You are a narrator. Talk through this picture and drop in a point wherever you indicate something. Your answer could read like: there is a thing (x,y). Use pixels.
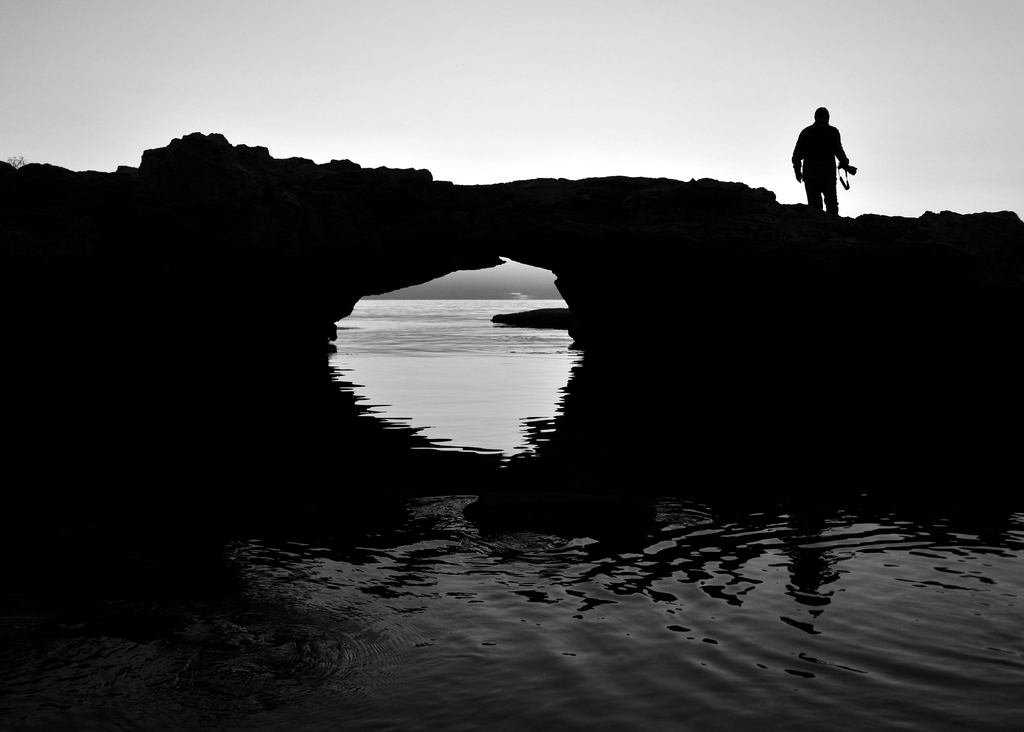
In this image I can see the dark picture of the rock (696,321) and a person (828,172) standing and holding a camera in his hand (848,172). I can see the water (506,402) below the rock (670,319). In the background (500,286) I can see the sky (462,94).
